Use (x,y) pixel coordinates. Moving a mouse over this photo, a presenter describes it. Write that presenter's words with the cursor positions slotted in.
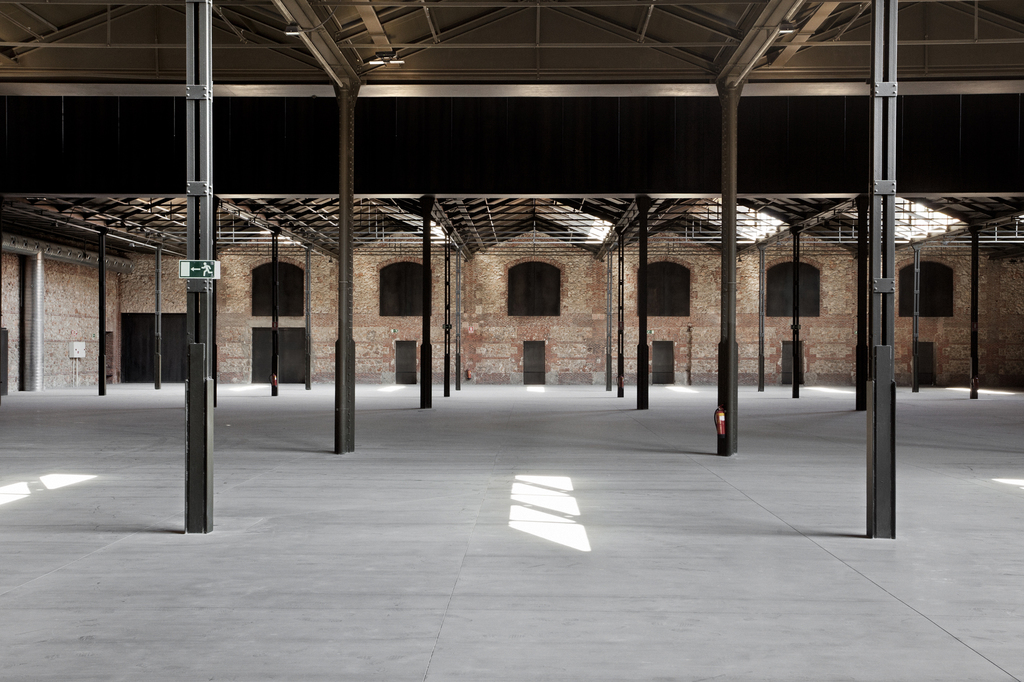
In this image we can see a building (385,174), in front of the building (303,302), we can see the sheds (320,210), there are some poles (344,177) and windows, also we can see a sign board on the pole (200,387).
